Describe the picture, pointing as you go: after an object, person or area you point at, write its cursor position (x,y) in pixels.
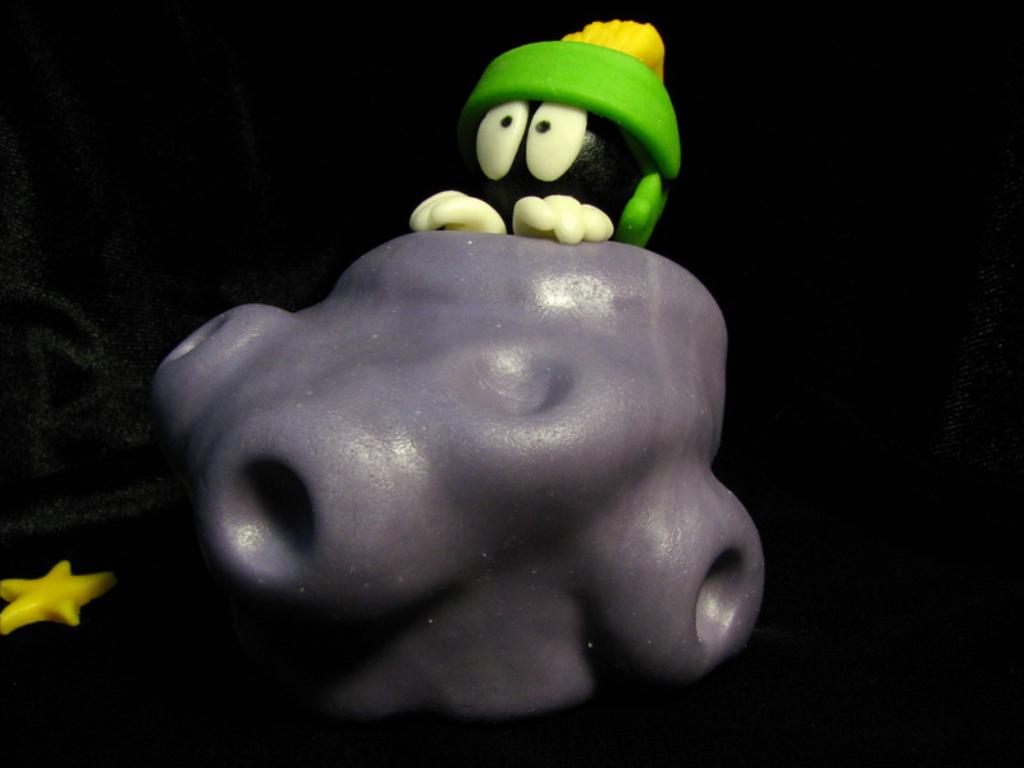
In the image in the center (524,403), we can see one toy (625,196) with different colors.
